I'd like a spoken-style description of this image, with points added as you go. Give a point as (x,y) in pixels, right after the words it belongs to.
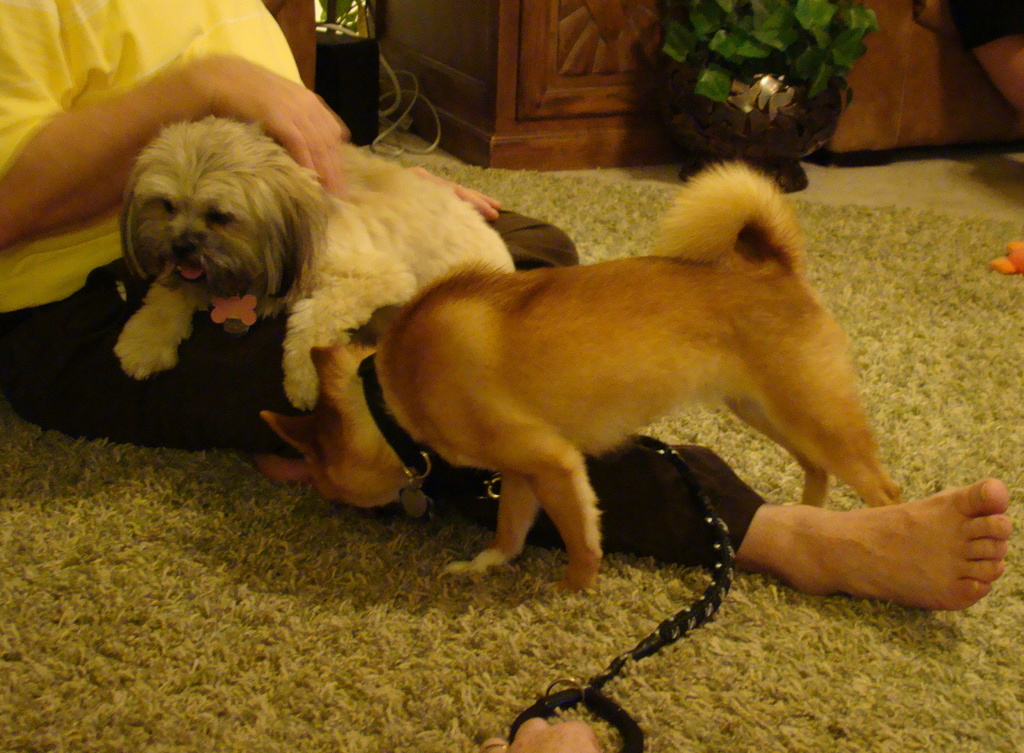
This picture shows a woman (634,546) seated on the floor (395,154) and we see couple of dogs (415,402) and a string (564,705) to its neck (384,386) and we see a carpet (17,725) on the floor (574,207) and we see a cupboard (622,25) and a plant (788,91) on the side.
